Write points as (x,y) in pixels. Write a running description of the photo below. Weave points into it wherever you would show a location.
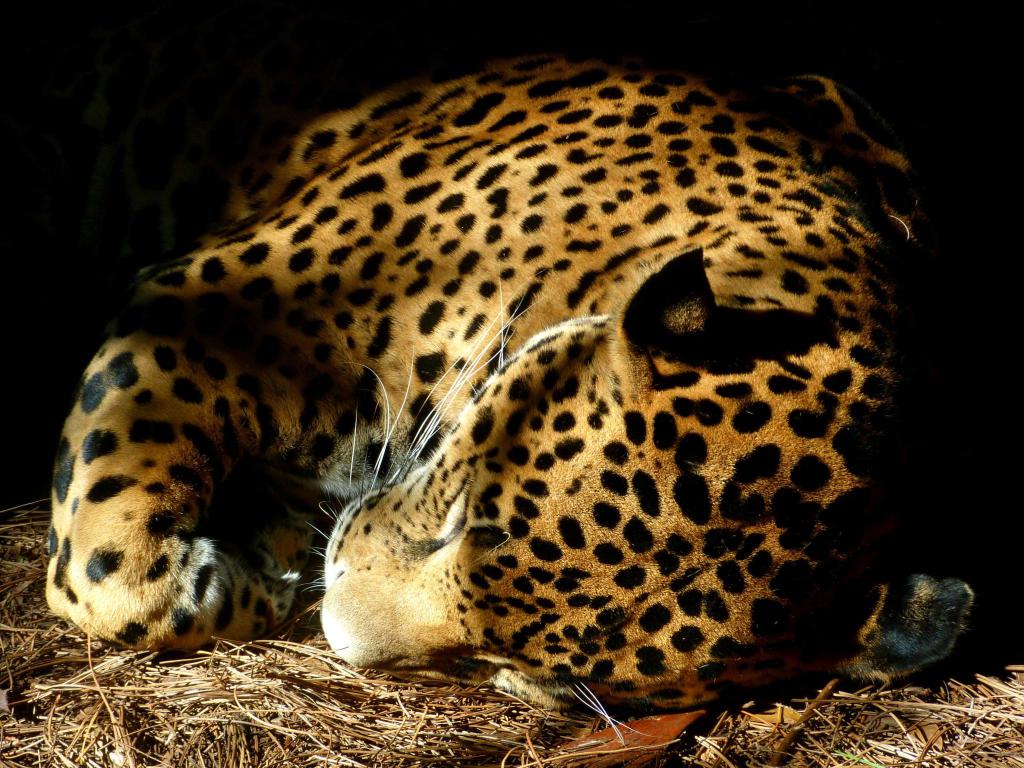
In this image we can see a leopard (125,484) is sleeping on the dry grass (95,699). The background of the image (967,99) is dark.
